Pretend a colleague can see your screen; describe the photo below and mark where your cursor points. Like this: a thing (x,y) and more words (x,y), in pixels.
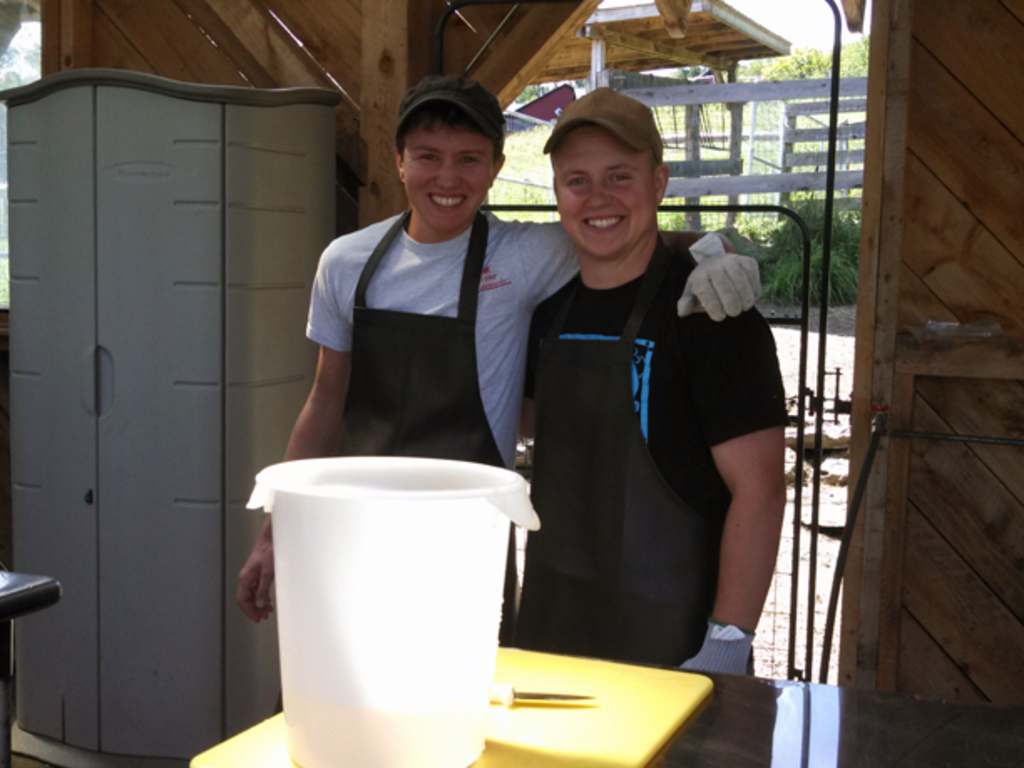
In the center of the image (408,298) we can see two people (517,247) standing and smiling. At the bottom (666,666) there is a table (517,674) and we can see a bucket (397,697) placed on the table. On the left (224,559) there is a stand (172,556). In the background (923,354) there is a door (926,325) and we can see trees (808,56), plants (818,229), sky (796,43) and a shed (626,64). There are rods (820,457).
